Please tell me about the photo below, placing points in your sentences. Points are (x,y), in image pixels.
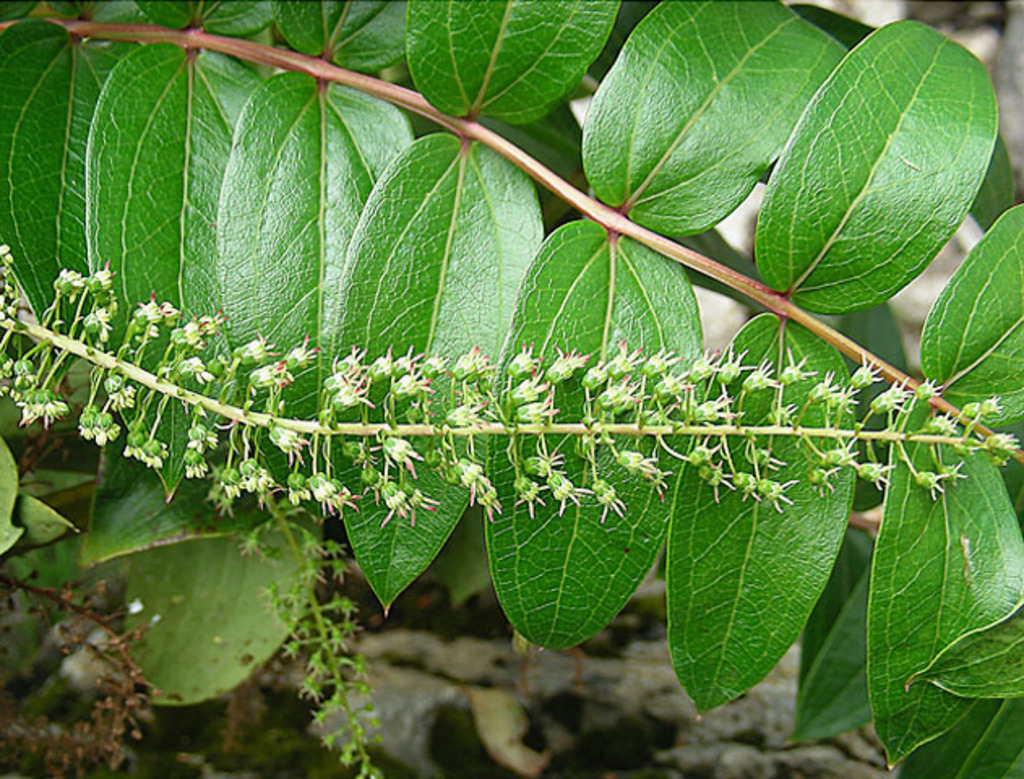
Here we can see leaves (507,292), flowers (96,308), and stem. There is a blur background (567,777).
